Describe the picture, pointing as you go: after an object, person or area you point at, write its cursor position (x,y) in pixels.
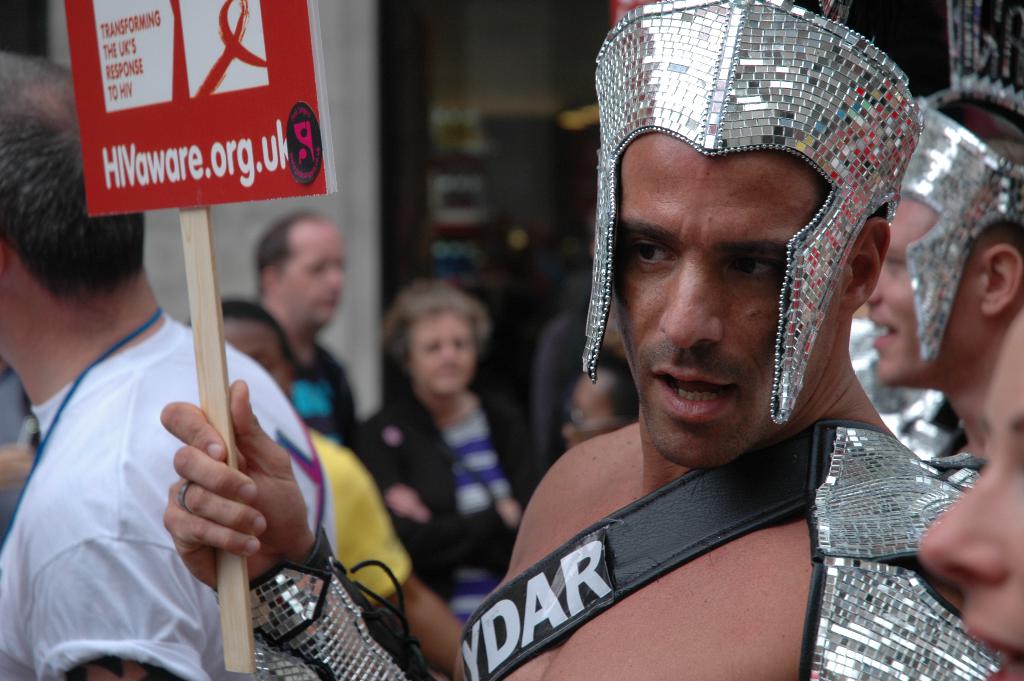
In this picture we can see a man (613,639) holding a poster (232,75) with his hand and some people (611,388). In the background (434,240) we can see some objects (454,144) and it is blurry.
